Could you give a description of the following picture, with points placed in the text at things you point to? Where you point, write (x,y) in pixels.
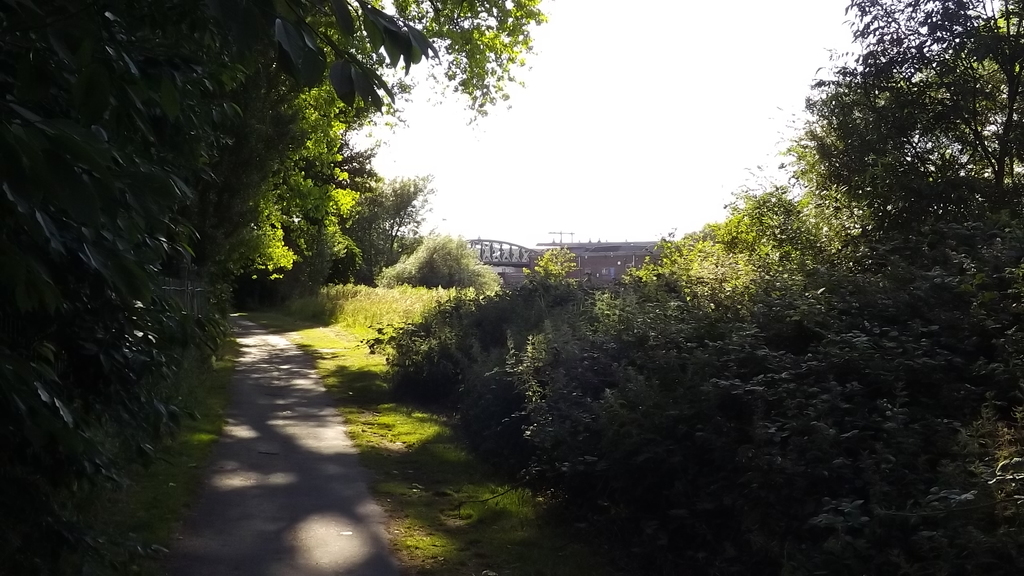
This image consists of a road (234,423). On the left (103,295) and right, there are trees (46,230). At the bottom (499,546), there is green grass (378,374). And we can see a bridge (510,251) on the right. At the top (658,70), there is sky (676,122).
